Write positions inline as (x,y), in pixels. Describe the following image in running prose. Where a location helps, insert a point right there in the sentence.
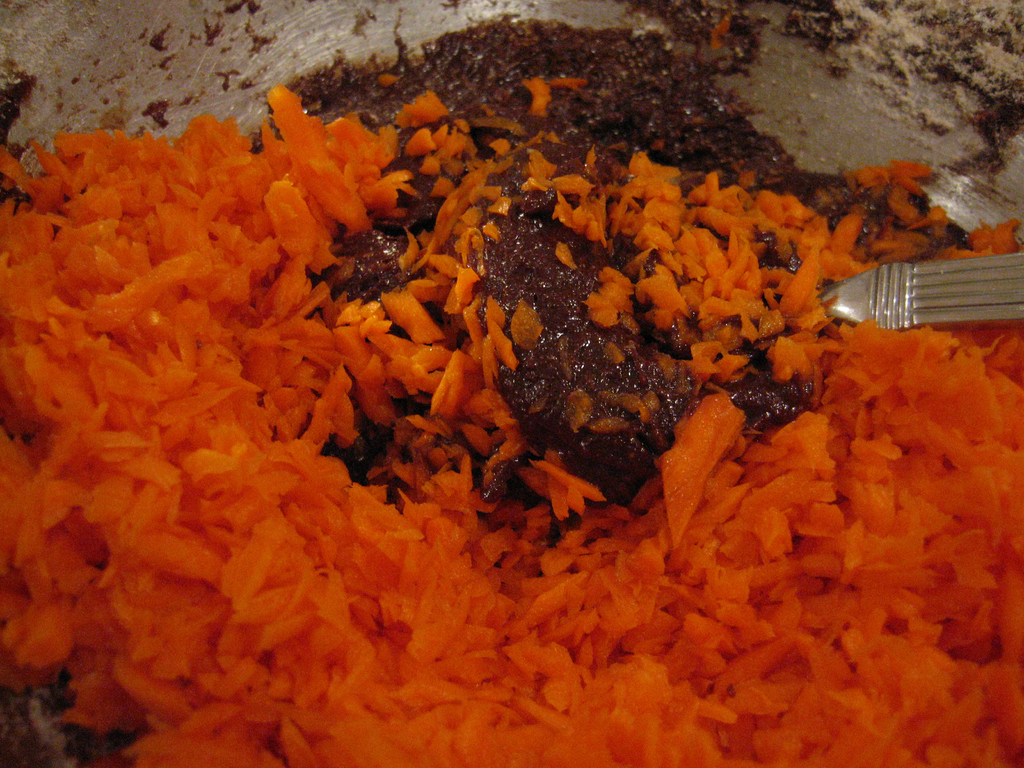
In the image there is some food item (602,371) being prepared with carrots (34,571).
